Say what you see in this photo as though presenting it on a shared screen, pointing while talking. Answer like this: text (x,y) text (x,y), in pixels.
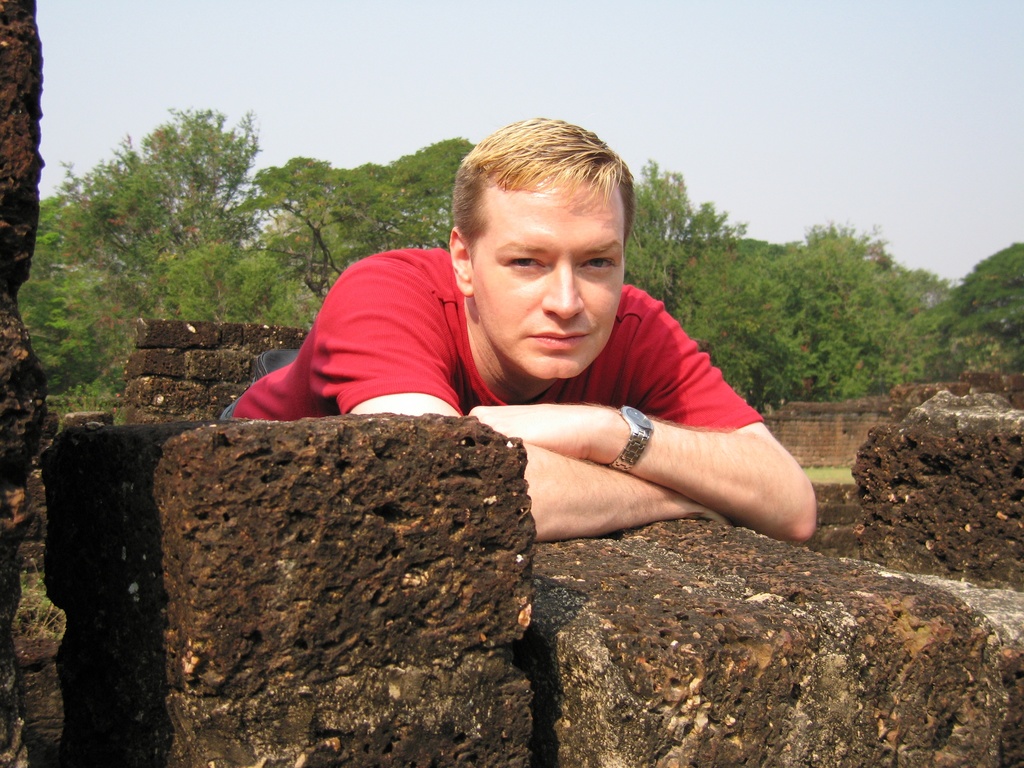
In this image we can see few walls (843,447) and rocks (640,555). There is one man (490,379) in red T-shirt (348,347), wearing a watch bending and putting his hands (636,492) on the rock (648,584). There are some trees (868,390) in the background (858,396), some grass (23,612) on the ground (57,602) and at the top (382,70) there is the sky (918,90).
